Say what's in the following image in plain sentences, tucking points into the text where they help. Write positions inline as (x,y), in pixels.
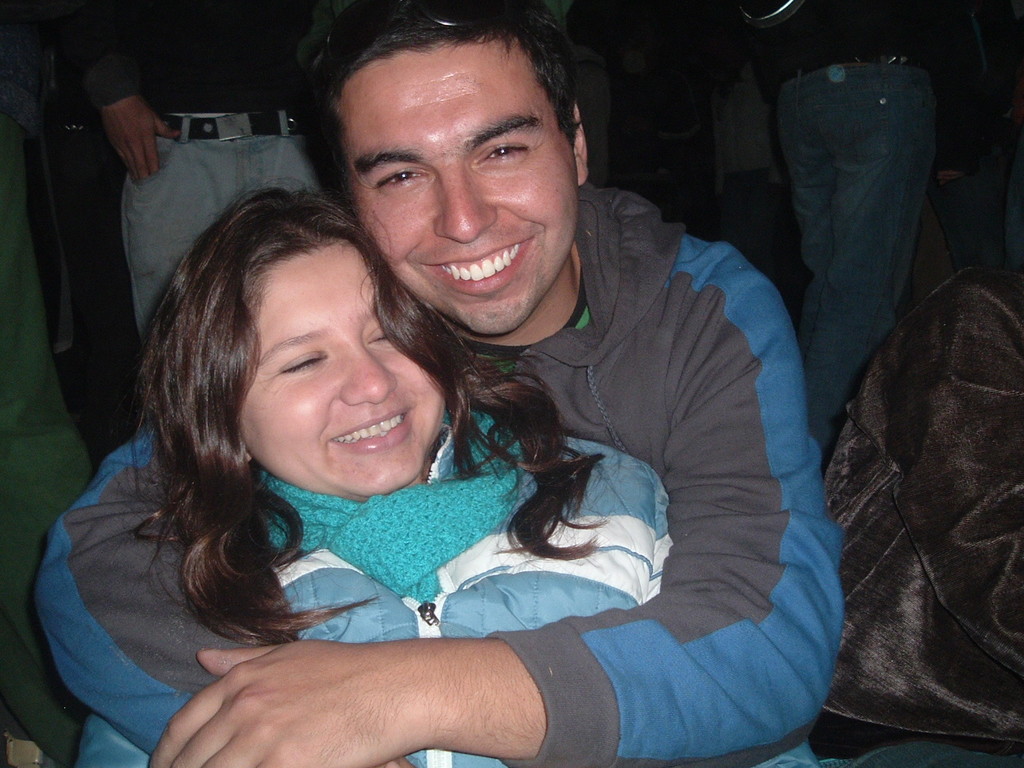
In this image in the foreground (492,417) there is one man (588,421) and one woman (469,565) who are smiling, beside them there is another person (906,503) and in the background (897,82) there are some persons (35,386) who are standing.
